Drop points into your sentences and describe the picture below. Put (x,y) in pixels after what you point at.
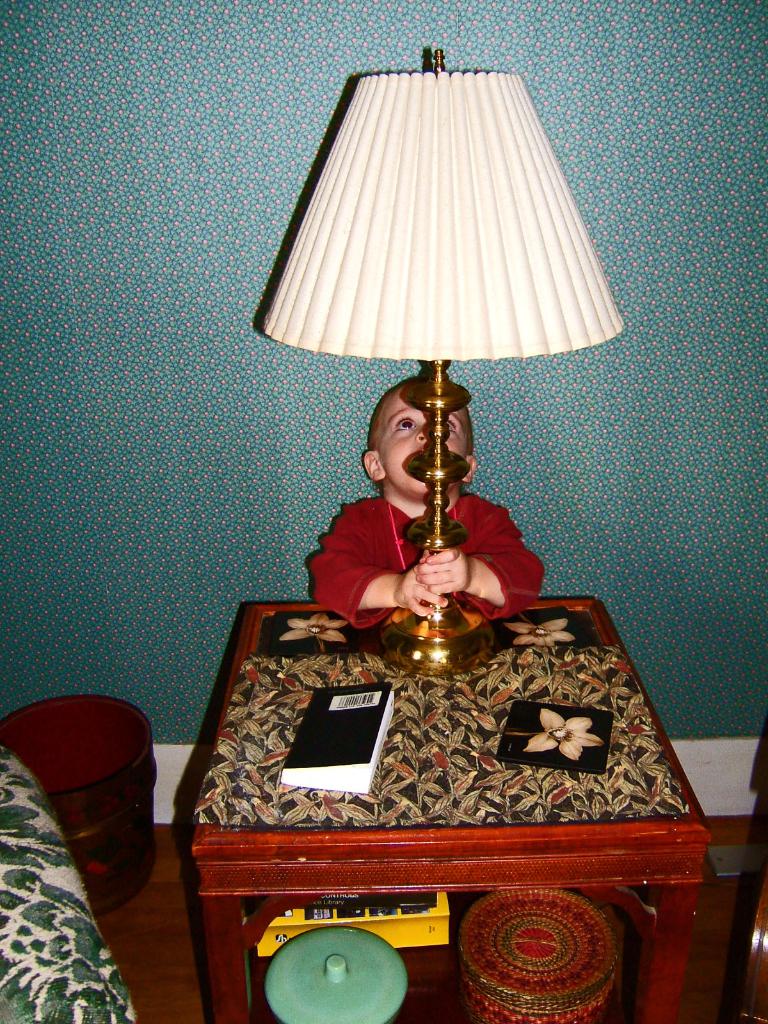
In the center of the image (296,674) there is a stand (496,882) and we can see a lamp (436,646), book (355,750), basket (578,933), lid (370,978) and some objects (503,743) placed in the stand (477,877). On the left (45,952) there is a cloth (69,1009) and a bin (104,833). We can see a boy (395,580) standing. In the background (701,275) there is a wall (229,139).
